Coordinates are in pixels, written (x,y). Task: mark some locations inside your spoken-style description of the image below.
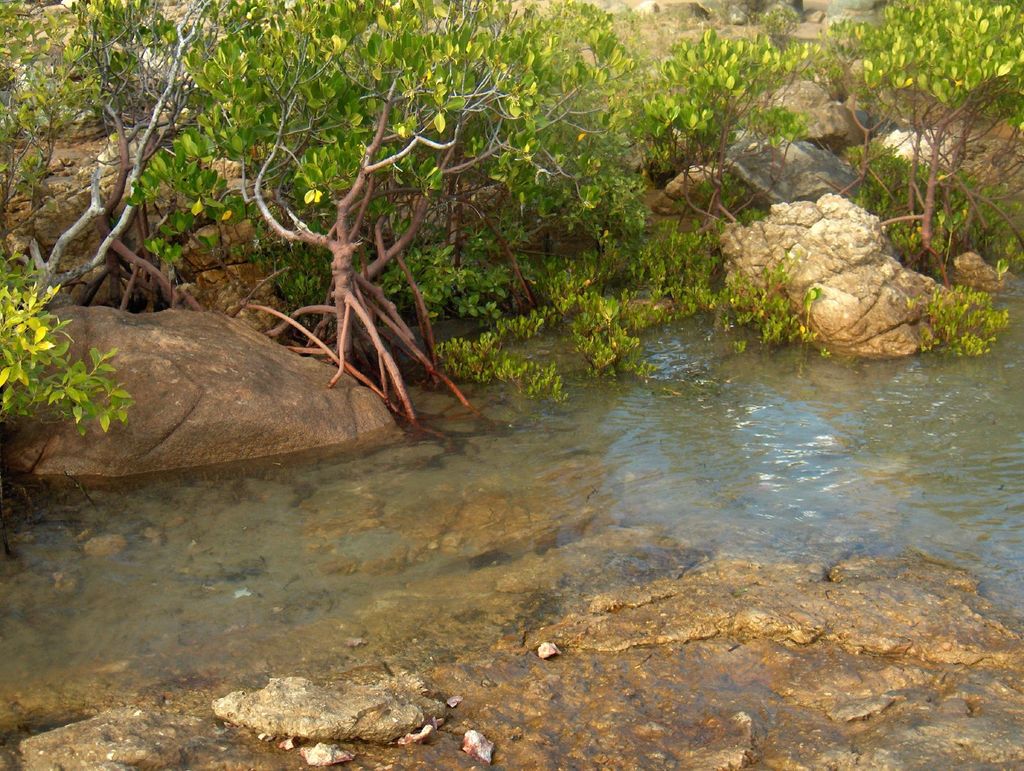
In this image I can see rocks (38,211), trees (419,272) and water (529,469). This image is taken may be near the lake (586,524).
